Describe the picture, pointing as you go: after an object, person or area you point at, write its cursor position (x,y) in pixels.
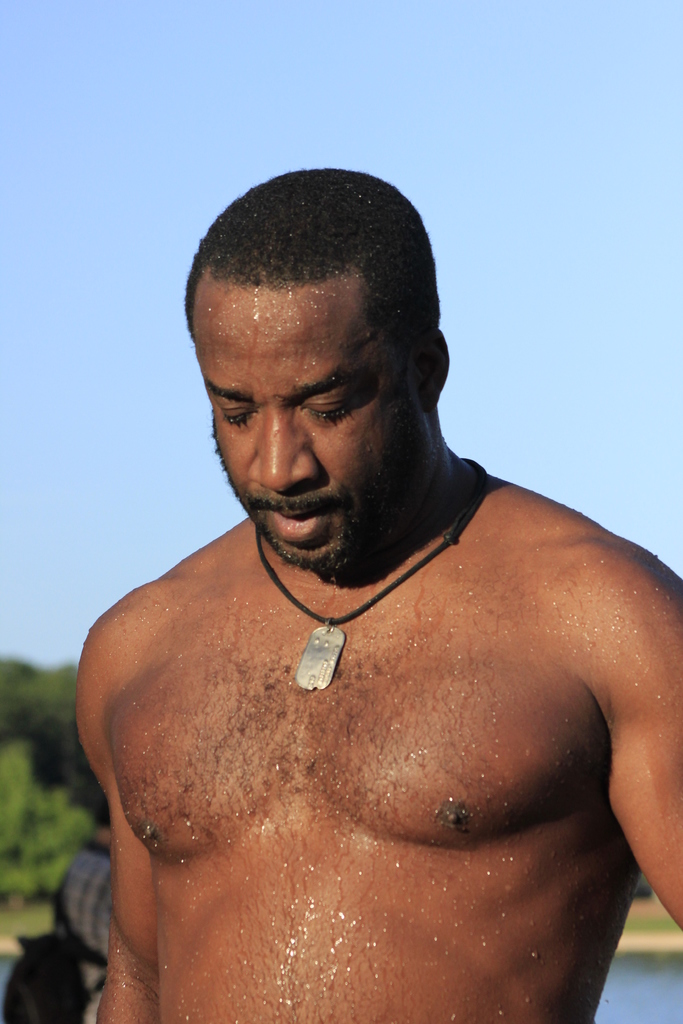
In this image I can see the person (319,864). To the left (105,951) I can see another person (84,921) with the dress (89,903) and the bag (38,941). In the background (60,749) I can see the trees (52,752), water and the sky (287,62).
